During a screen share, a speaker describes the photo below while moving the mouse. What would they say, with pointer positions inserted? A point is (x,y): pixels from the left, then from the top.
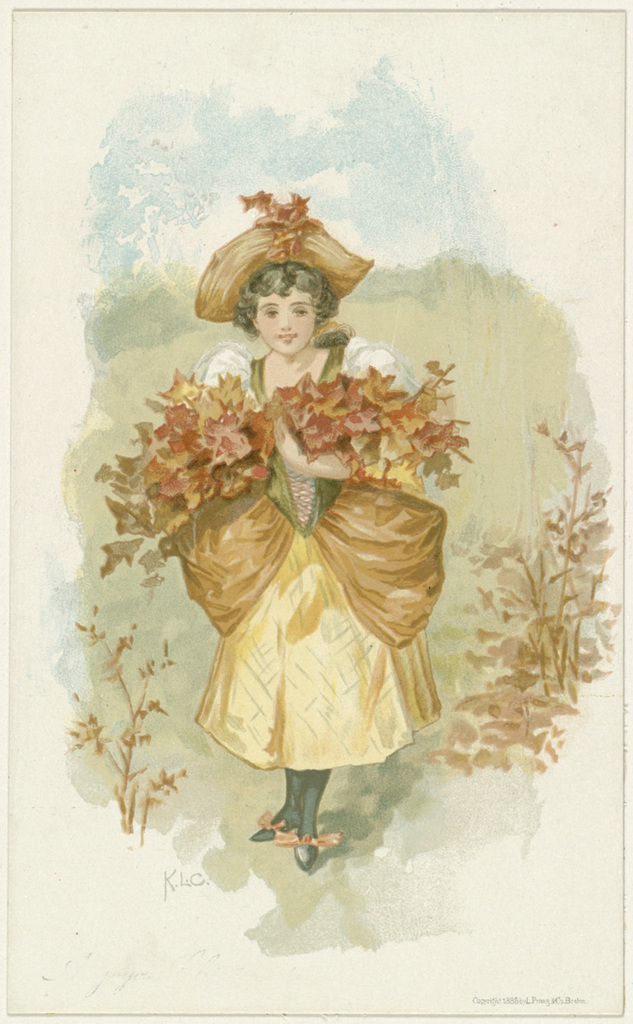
This is a painting of a girl (280,295) holding some leaves (215,419). She is wearing a hat (277,237). There are plants (572,582) on either sides of the painting.
